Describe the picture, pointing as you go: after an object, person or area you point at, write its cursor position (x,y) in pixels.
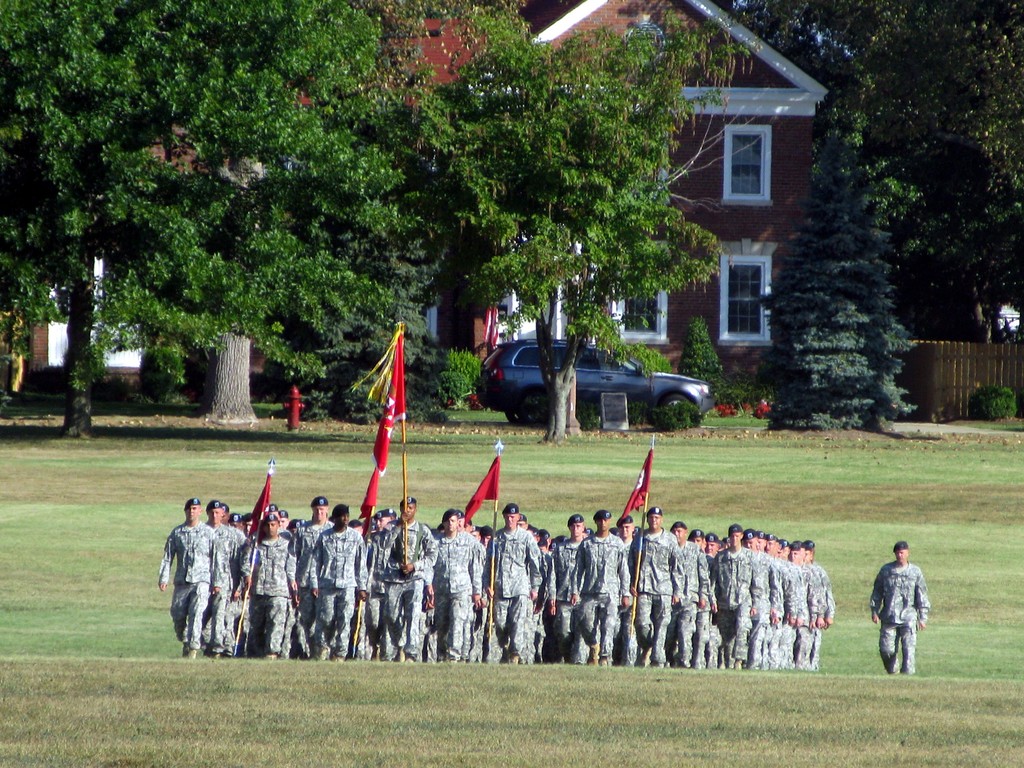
The picture is taken in a field (972,507). In the center of the picture (346,509) there are people (454,510) marching, few are holding flags (389,451). In the center of the background (40,170) there are trees (595,218), plants (454,363), dry leaves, houses (429,41), railing (955,381) and a car (594,387). It is sunny.
